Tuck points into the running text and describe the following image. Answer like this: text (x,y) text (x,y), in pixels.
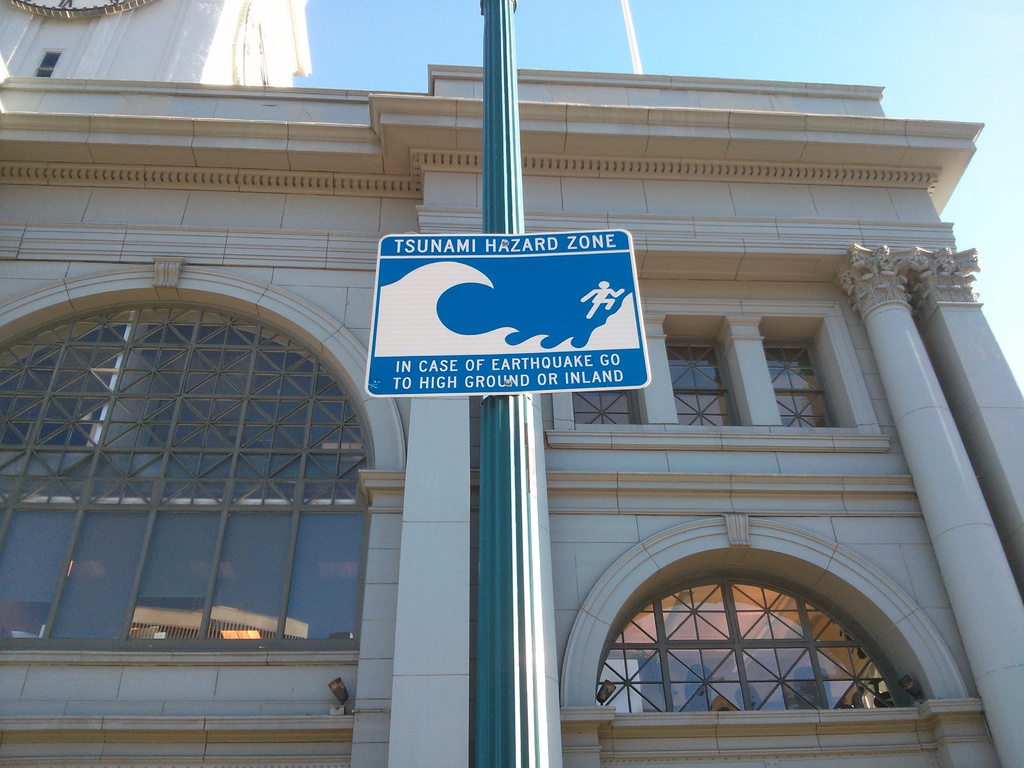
In this image we can see a building (572,433), in front of the building (472,77) there is a pole (502,454) and a board (488,326) with text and picture (438,269) attached to the pole (541,675), on the glass window (306,554) of the building (523,133), we can see the reflection (224,574) of another building (184,624) and the sky (875,54) in the background (220,625).
